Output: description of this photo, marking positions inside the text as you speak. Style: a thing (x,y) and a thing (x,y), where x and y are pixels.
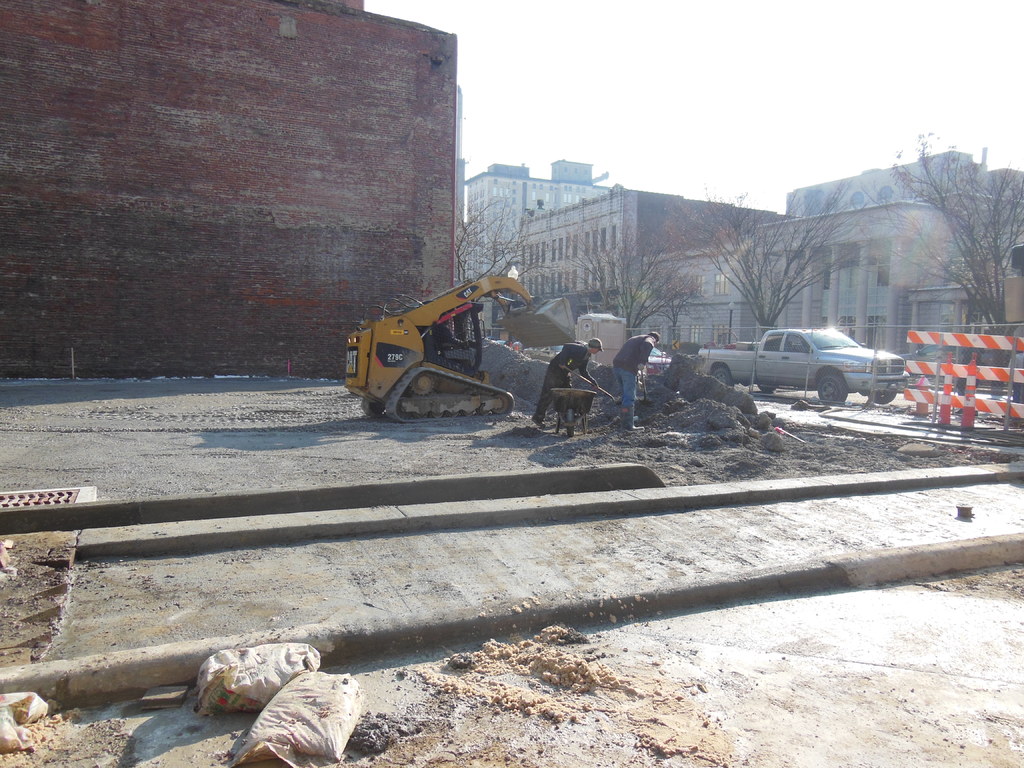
In the foreground of this image (495,669), there is sand (545,716) and few bags (265,681) on the ground (283,608). In the middle (450,343), there is a loader (440,353), two men (624,371) holding shovel (599,388) and an object (563,404) on the ground (474,441). In the background (419,204), there are buildings (695,239), trees (648,273) and the sky (698,41). On the right (984,369), there is a barrier board (999,379) and a vehicle (836,342) on the road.
